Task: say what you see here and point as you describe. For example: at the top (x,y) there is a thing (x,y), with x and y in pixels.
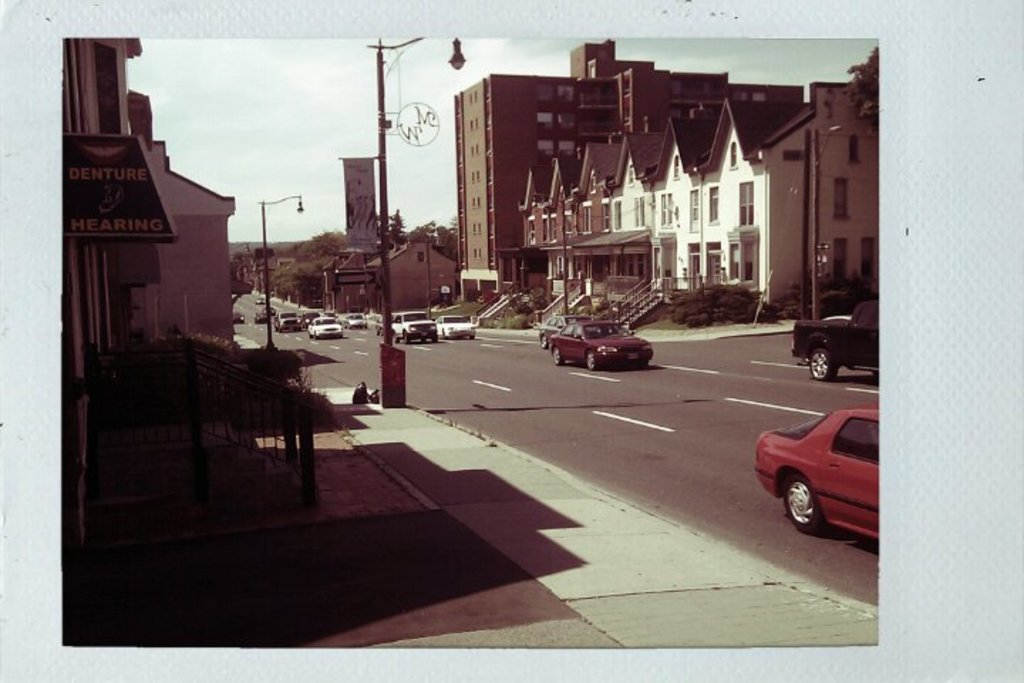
In this image, we can see the road (654,428), there are some cars (403,324) on the road (689,492), we can see some buildings (869,220), there are some trees (290,264), we can see the poles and lights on the poles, at the top (250,151) there is a sky (292,85).
